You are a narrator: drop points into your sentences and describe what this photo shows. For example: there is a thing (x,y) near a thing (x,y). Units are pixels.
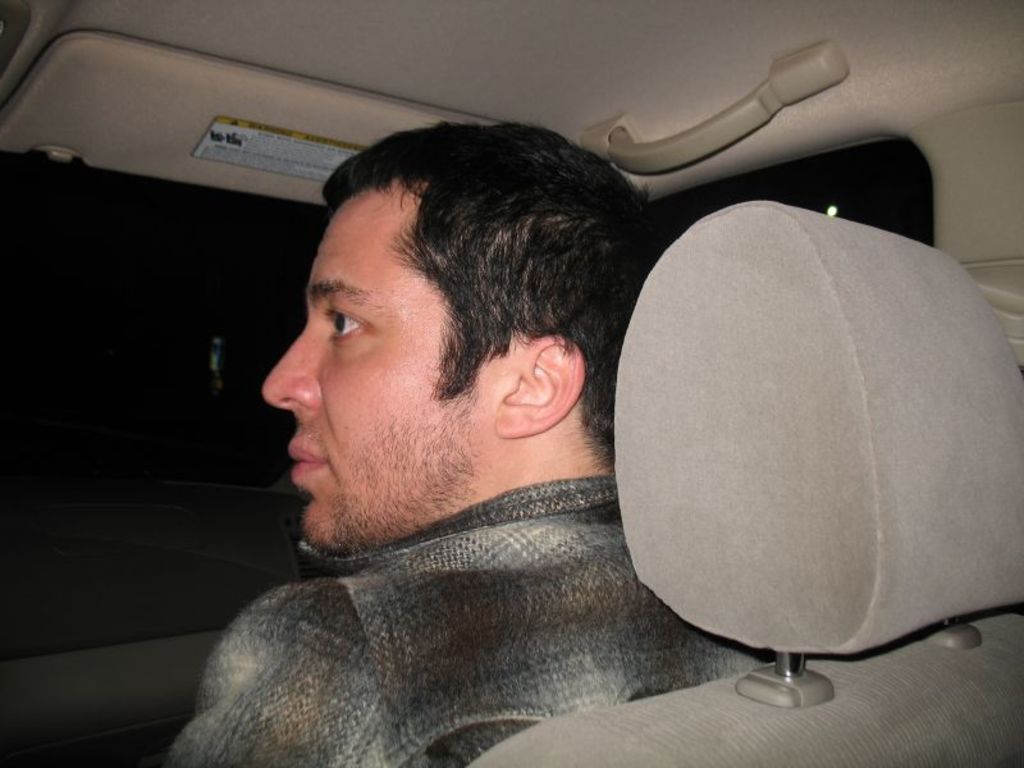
In this image we can see a man (479,612) is sitting on the car seat (742,713). He is wearing shirt (429,690).
